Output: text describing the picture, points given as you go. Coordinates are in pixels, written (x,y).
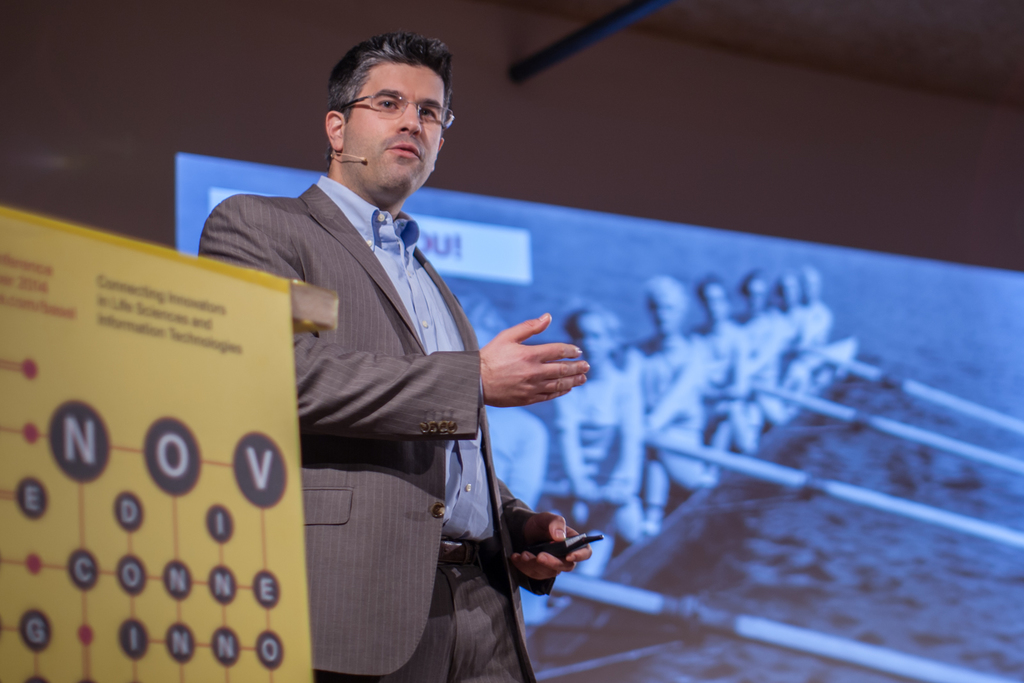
In the image I can see the person (458,336) is holding something. I can see the yellow color board (246,314). Back I can see the wall (737,100) and the screen (710,555).
